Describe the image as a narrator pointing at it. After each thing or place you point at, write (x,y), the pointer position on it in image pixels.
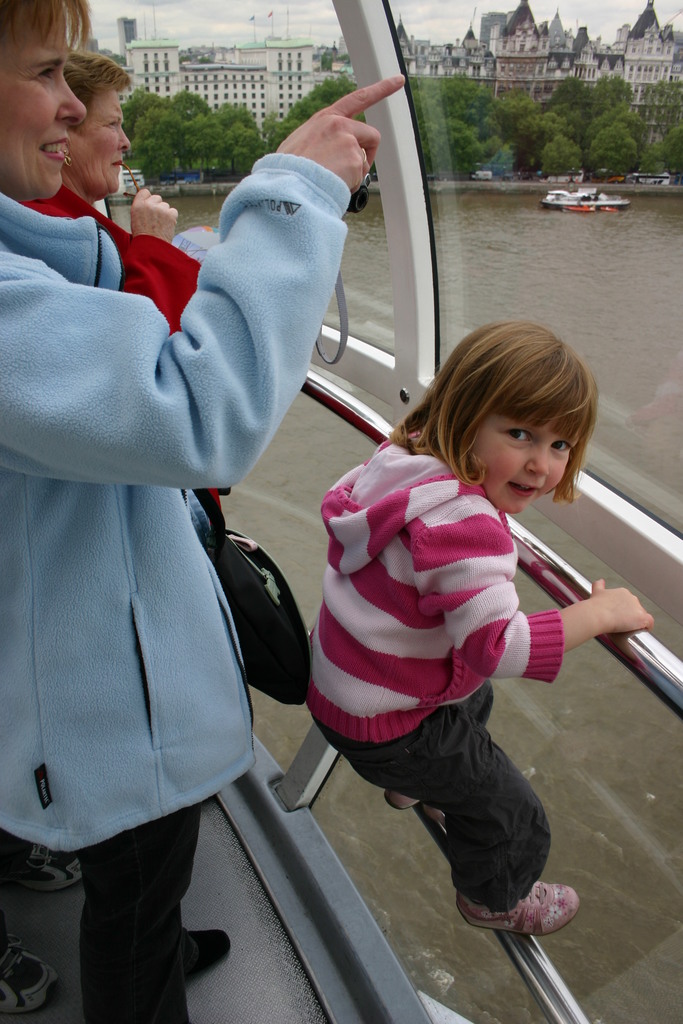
There are two persons (176,464) standing and holding something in the hand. There is a child (398,577) standing on the railing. There are glass walls (372,264). Through that we can see water (566,219), boat (613,202), trees (450,100) and buildings (495,28).
